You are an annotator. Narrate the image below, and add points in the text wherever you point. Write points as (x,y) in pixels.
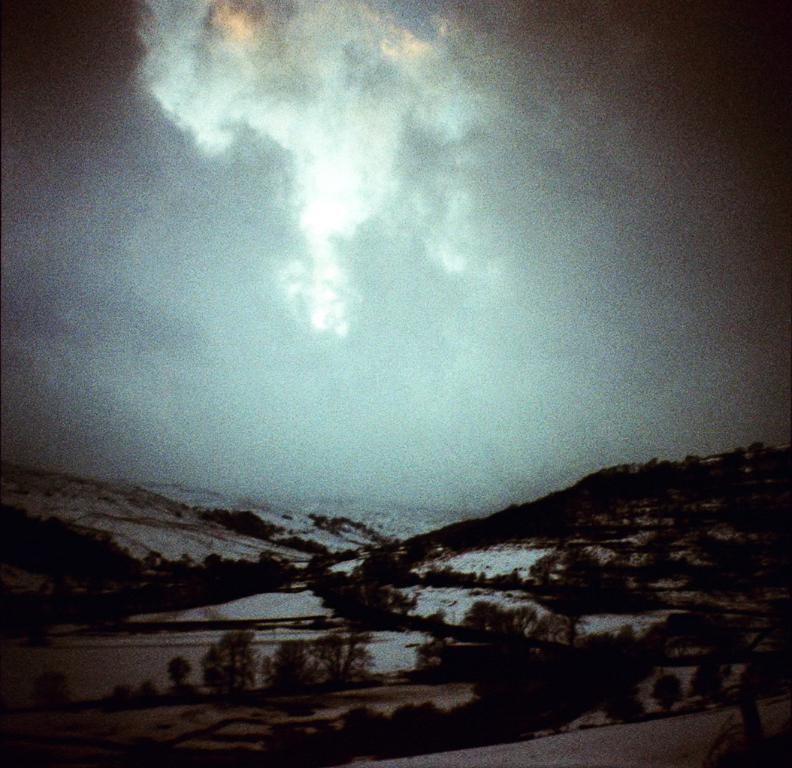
In this image in front (658,734) there is a road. There are plants (405,551). In the background of the image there is snow (336,539) on the surface (318,552). There are mountains (742,480) and sky (400,306).
